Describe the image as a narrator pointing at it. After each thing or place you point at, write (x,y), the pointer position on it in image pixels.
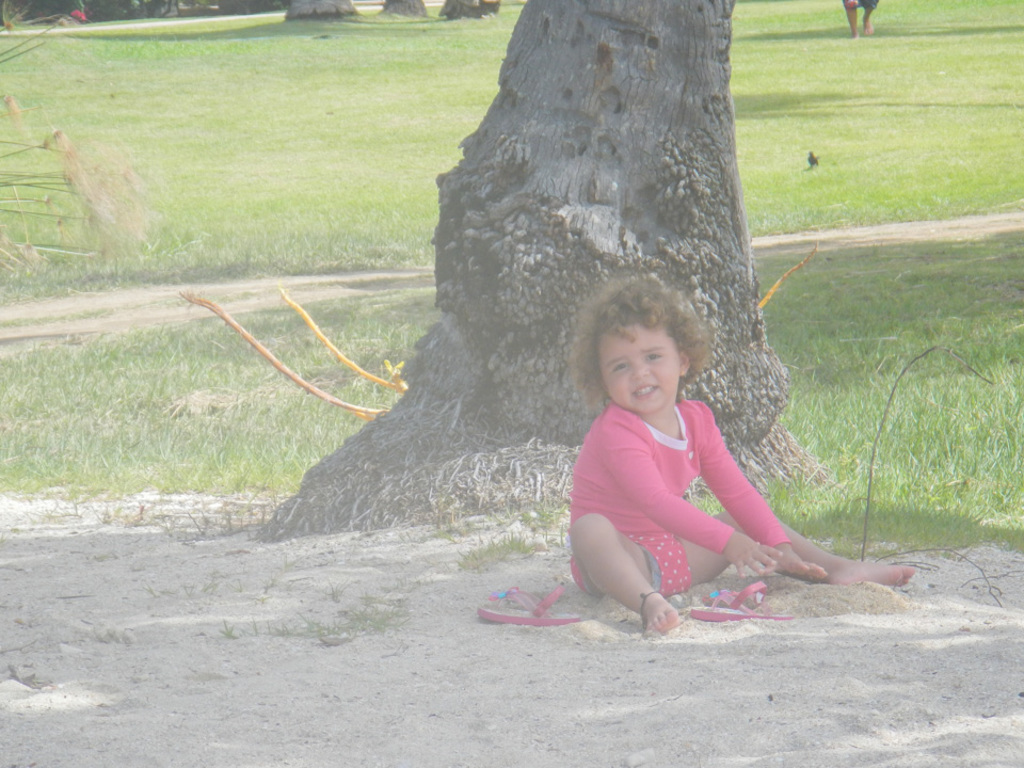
In this picture I can observe a girl (595,513) sitting on the land (490,667) and playing in the sand (652,652). Behind her there is a tree (512,228). The girl (615,498) is wearing pink color dress (628,476). In the background (97,79) I can observe some grass (199,344) on the ground (895,154).
